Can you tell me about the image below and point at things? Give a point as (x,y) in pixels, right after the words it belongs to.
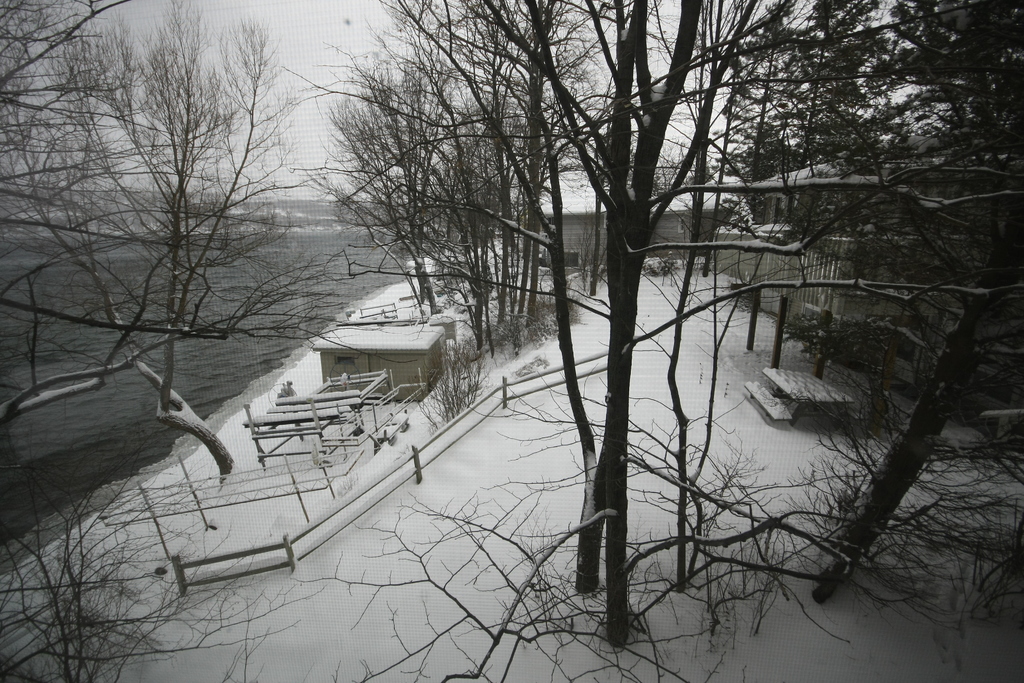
In this image I can see number of trees (470,246), few buildings (682,250) and I can see snow (428,481) on ground (524,423).
